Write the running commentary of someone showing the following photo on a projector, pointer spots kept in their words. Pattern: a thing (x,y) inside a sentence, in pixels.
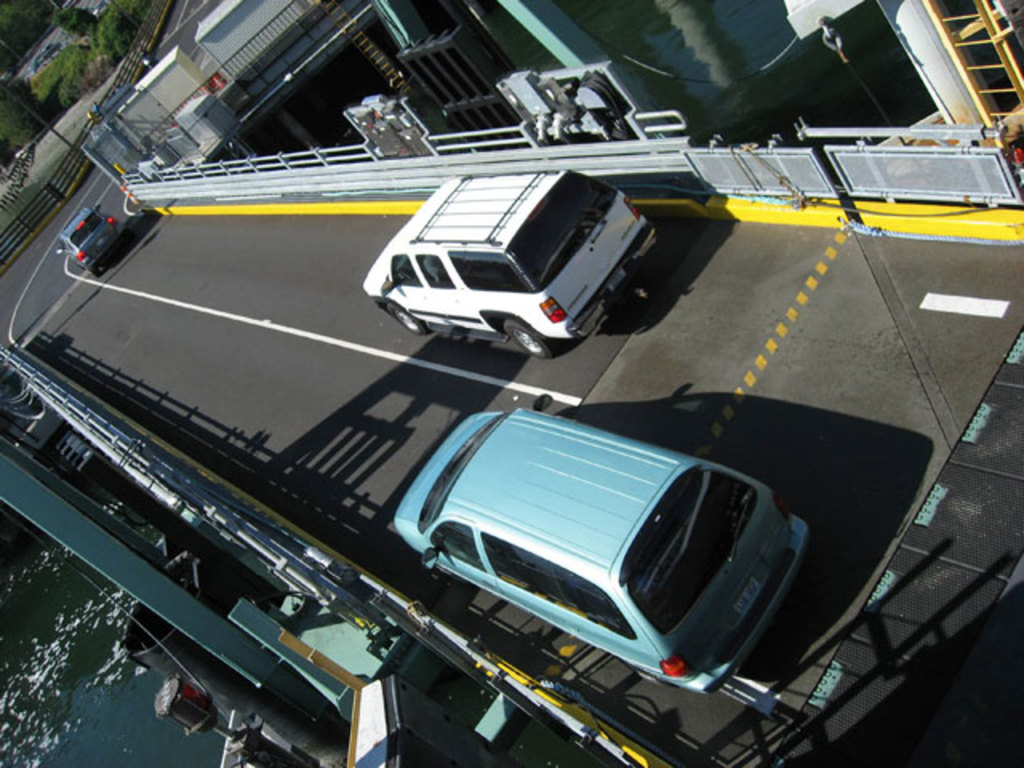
In the picture we can see a road (419,444) with railings (109,422) to its sides and on the road (856,540) we can see some vehicles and behind the railing (160,496) we can see water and in the background (118,84), we can see a railing (76,171) and behind it we can see a pole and some trees (67,91).
